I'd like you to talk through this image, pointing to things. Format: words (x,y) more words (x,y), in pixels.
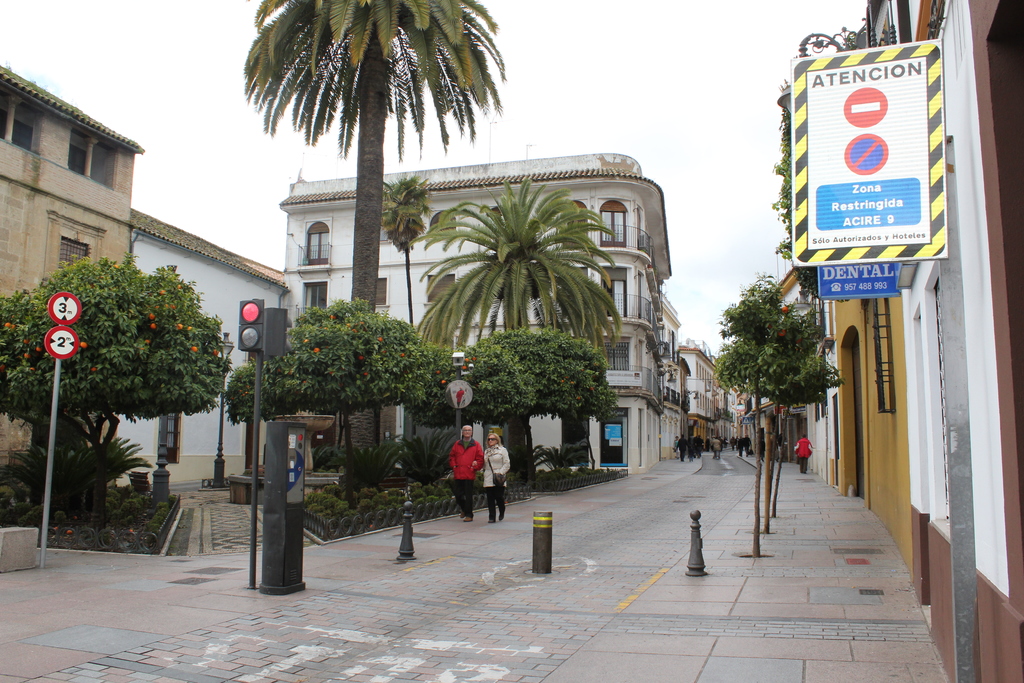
This image is clicked on the road (663,479). In this image, we can see many persons (477,457) walking on the road (347,617). At the bottom (371,641), there is a road (375,643). On the left (115,353), there are trees (91,267) and building (254,294). On the right (925,133), there is a board (931,176) fixed on the wall (961,170) of a building (965,268). At the top (593,56), there is a sky (600,95). In the middle (486,448), we can see a man (462,475) and a woman (498,498) walking on the road (167,672).
